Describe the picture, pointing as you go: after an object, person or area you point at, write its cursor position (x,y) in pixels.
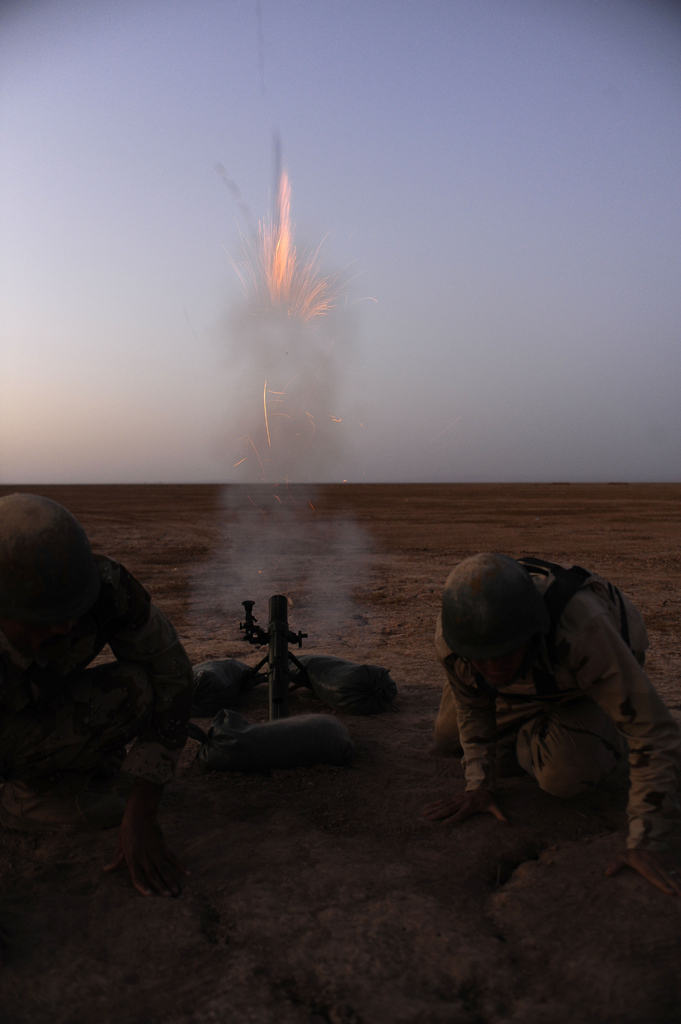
In this image there are two persons (596,582) wearing helmet (13,568). There is a weapon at the center of the image (267,680). There is dirt (282,900) at the bottom of the image (272,996). In the background of the image (245,544) there is sand (593,528).
